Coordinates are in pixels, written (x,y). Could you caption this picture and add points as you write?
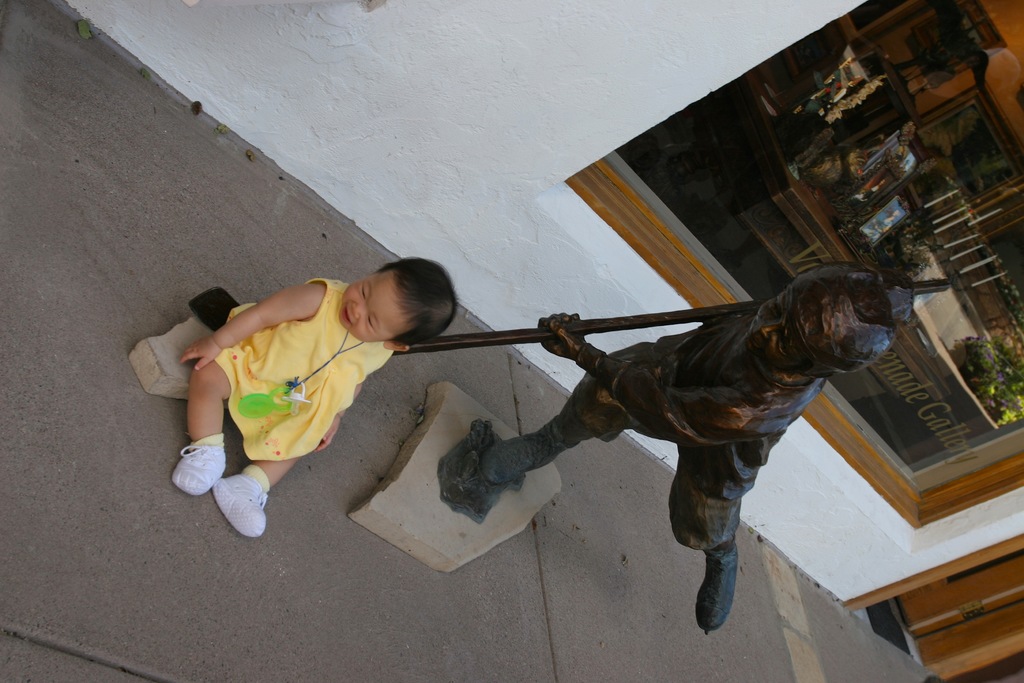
This picture is clicked outside. On the left (297,430) there is a kid (362,330) wearing a yellow color dress (299,369) and sitting on the ground (161,424). On the right (704,478) we can see the sculpture (721,393) of a person (687,434) holding a stick (611,330). In the background (693,44) there is a wall (494,138) and we can see the window (906,485) and through the window (899,399) we can see the picture frames (877,237), houseplant (1010,354) and some other objects (801,186) and we can see the door (958,580) and there is a text (932,415).
